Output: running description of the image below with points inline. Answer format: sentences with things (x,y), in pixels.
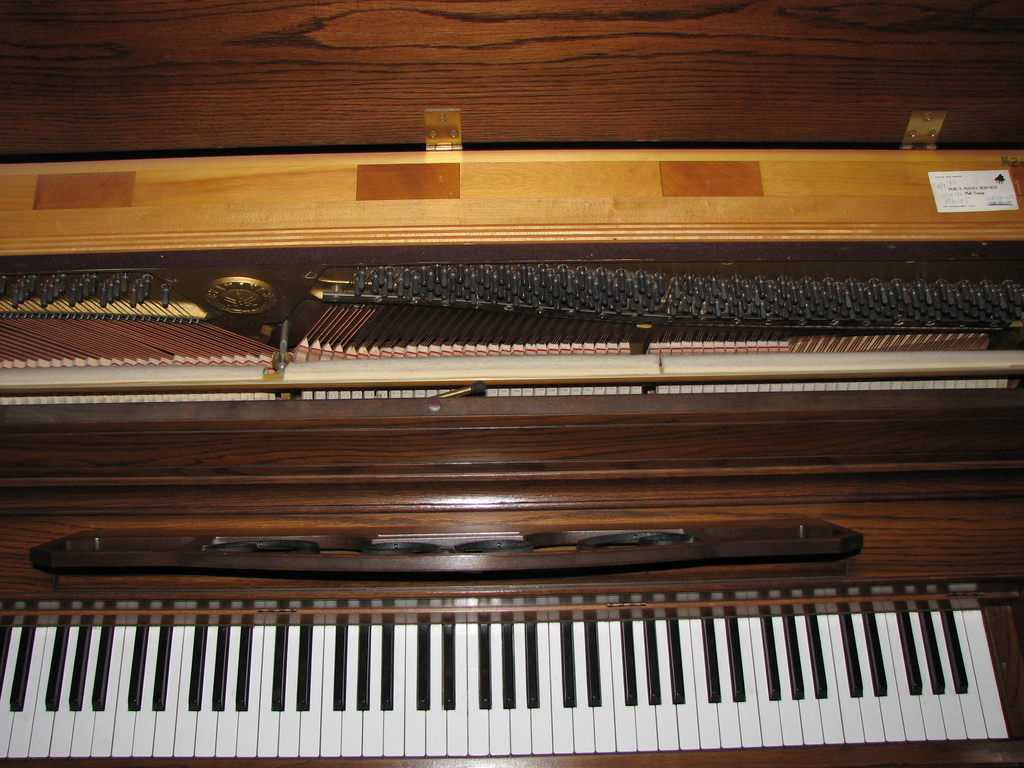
This is a musical instrument (451,346) which is looking like a keyboard (641,704). This instrument (586,644) has a box (588,77) like, which has wooden box (329,152) and placed in it.
